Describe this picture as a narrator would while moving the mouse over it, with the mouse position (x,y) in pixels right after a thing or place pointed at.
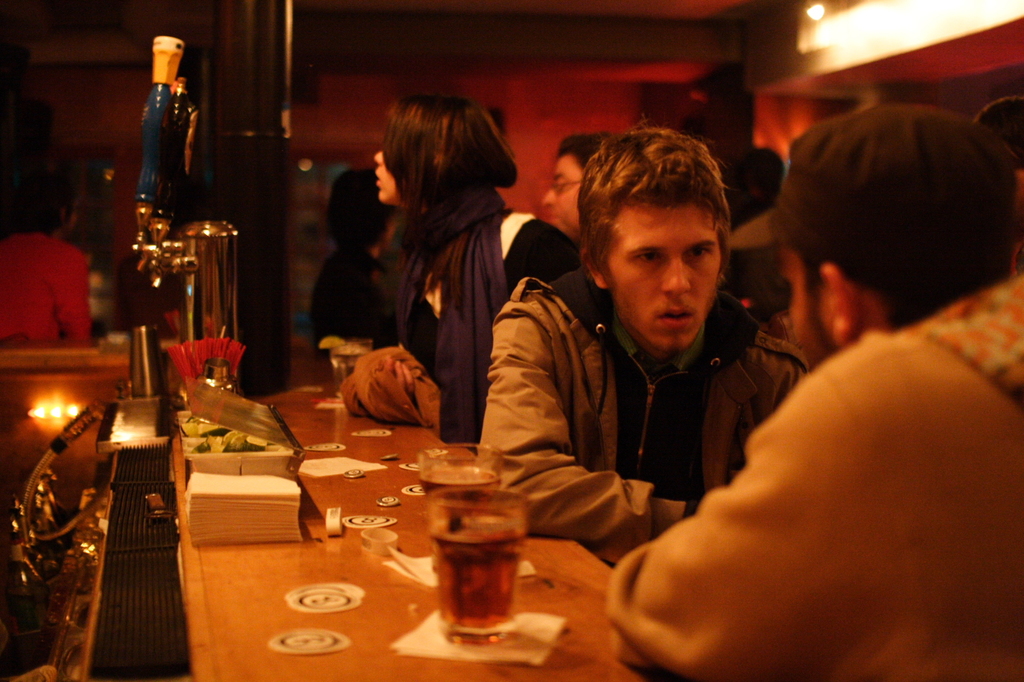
In this image there are 2 persons (620,504) sitting in chair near the table (353,622) and in table (309,575) there are cards (326,599), tissue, glass (492,551) of beer, pipe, tap (197,253) and the background there are group of people (518,237) standing, light (1005,9) and a dark background.
